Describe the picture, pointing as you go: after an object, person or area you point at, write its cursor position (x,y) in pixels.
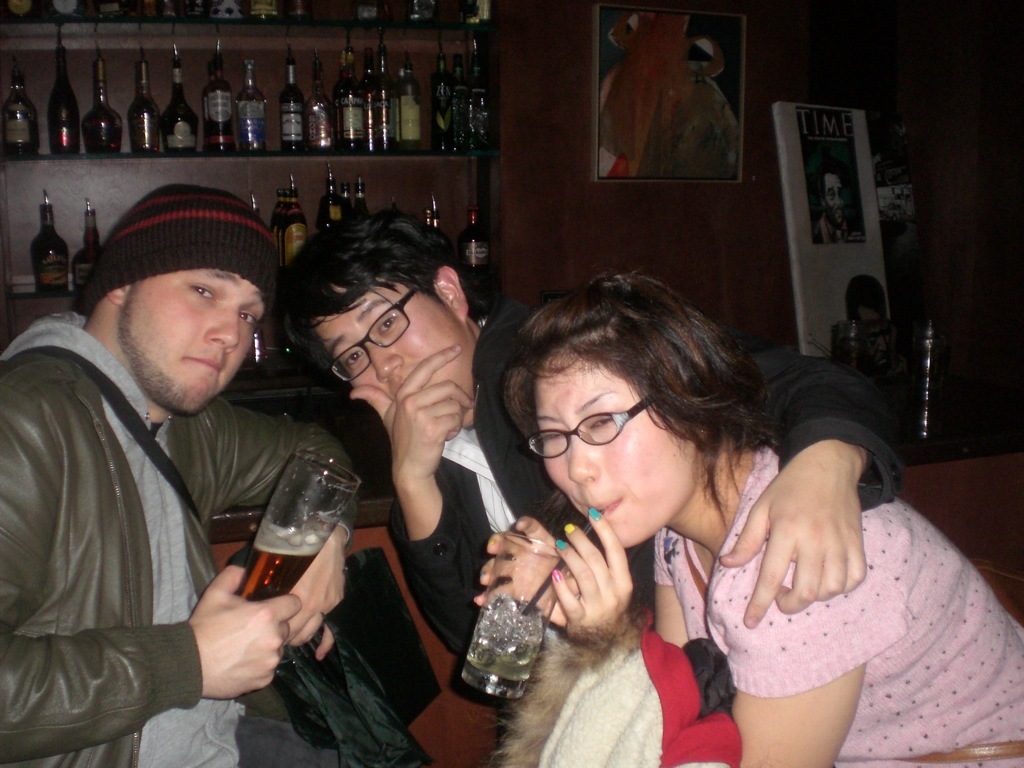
As we can see in the image in the front (184,397) there are three people (36,709) sitting. These two are holding glasses (507,594). In the background (575,212) there is a wall (581,119), photo frame (662,15), banner (846,120) and shelves (83,153) filled with bottles (319,120).
